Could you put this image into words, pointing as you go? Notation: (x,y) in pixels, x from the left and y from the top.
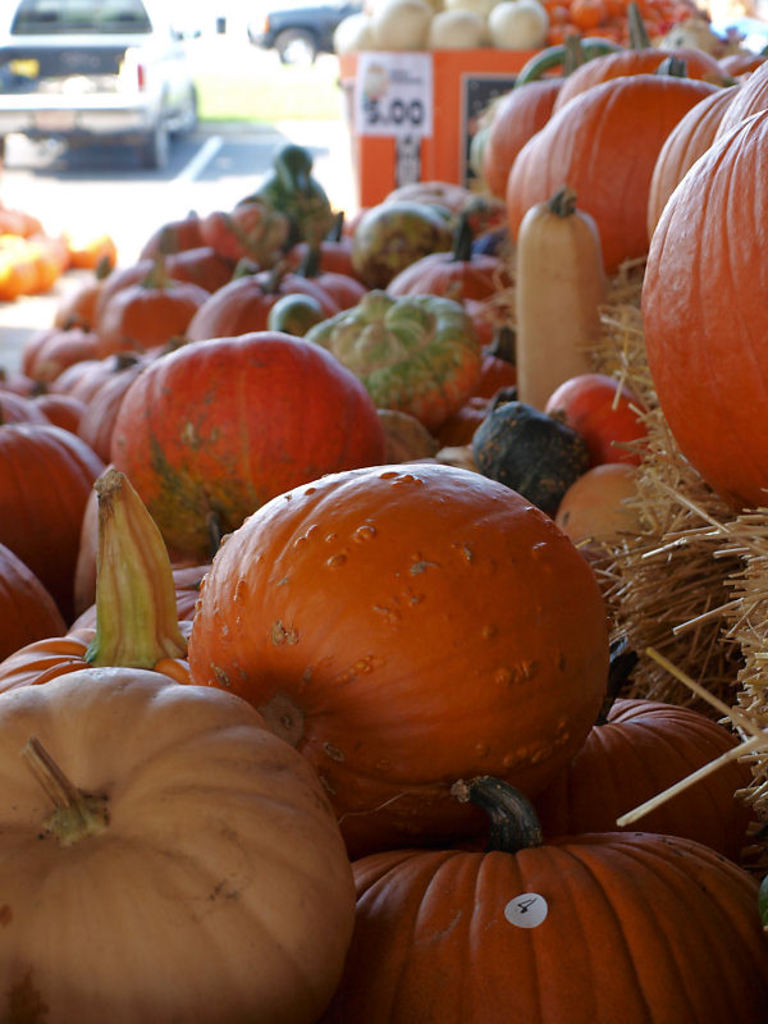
In the foreground of this image (425,553), there are pumpkins (477,421) and few vegetables (557,460) and we can also see dry grass (739,598). In the background (121,16), there are few vehicles (278,36).
